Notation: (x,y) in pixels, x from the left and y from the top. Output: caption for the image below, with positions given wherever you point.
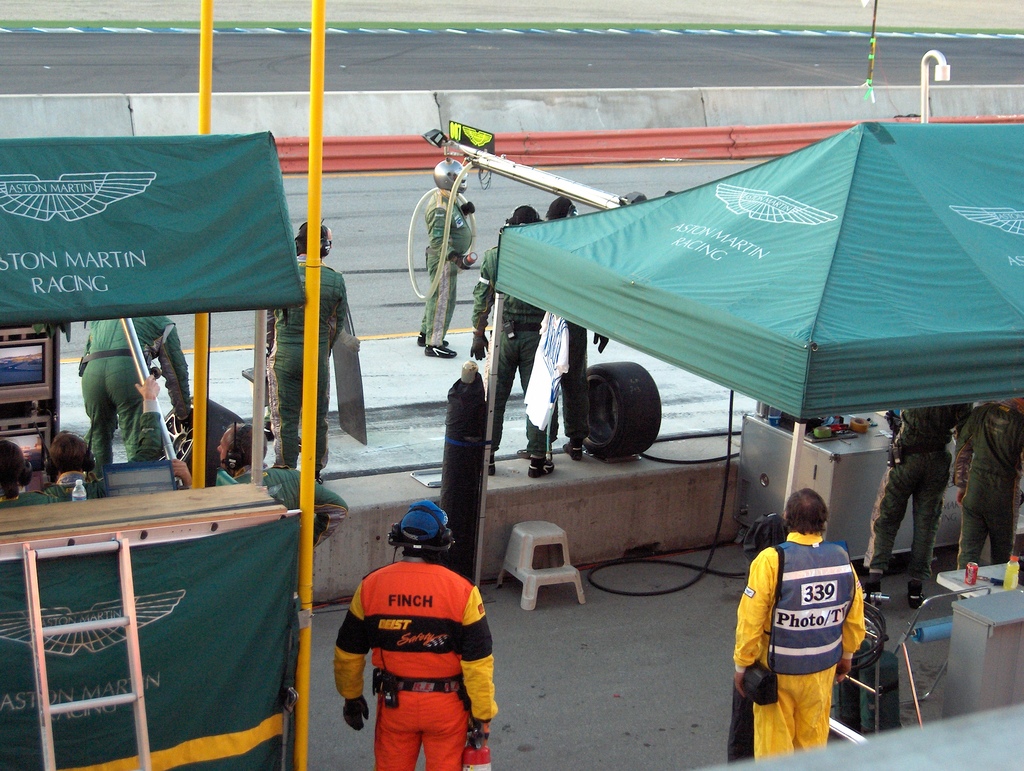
In this image there are a few people (741,609) standing on the road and few (801,579) are standing beneath the two canopies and there are few objects (858,494).
